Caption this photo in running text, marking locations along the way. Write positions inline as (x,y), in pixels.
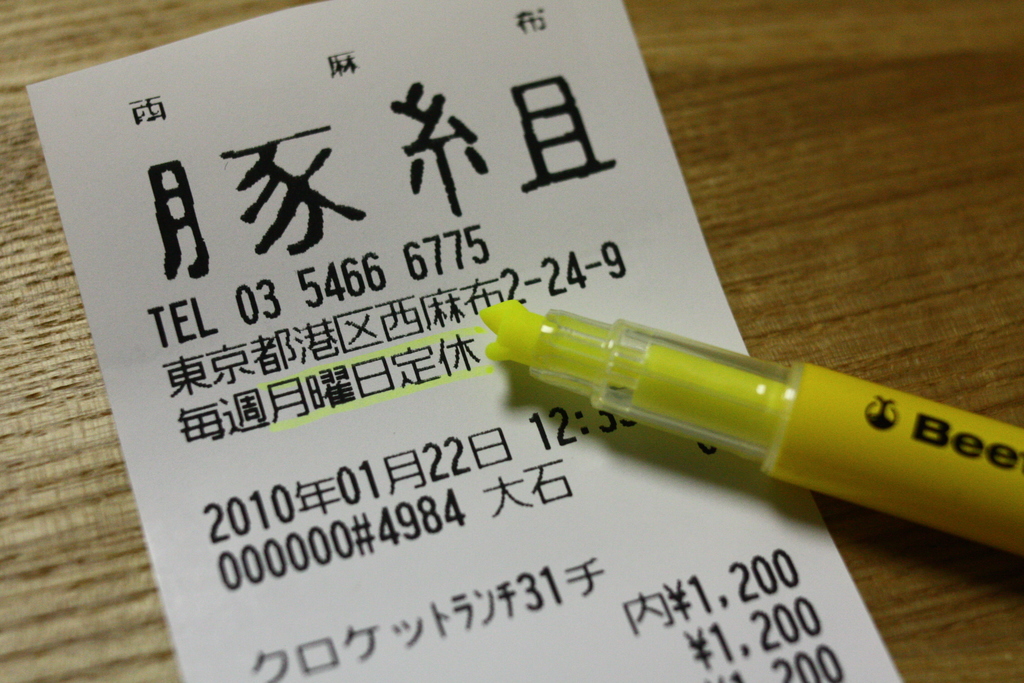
In this image I can see white colour paper (232,332) and on it I can see something is written. I can also see a highlighter (512,312) over here.
